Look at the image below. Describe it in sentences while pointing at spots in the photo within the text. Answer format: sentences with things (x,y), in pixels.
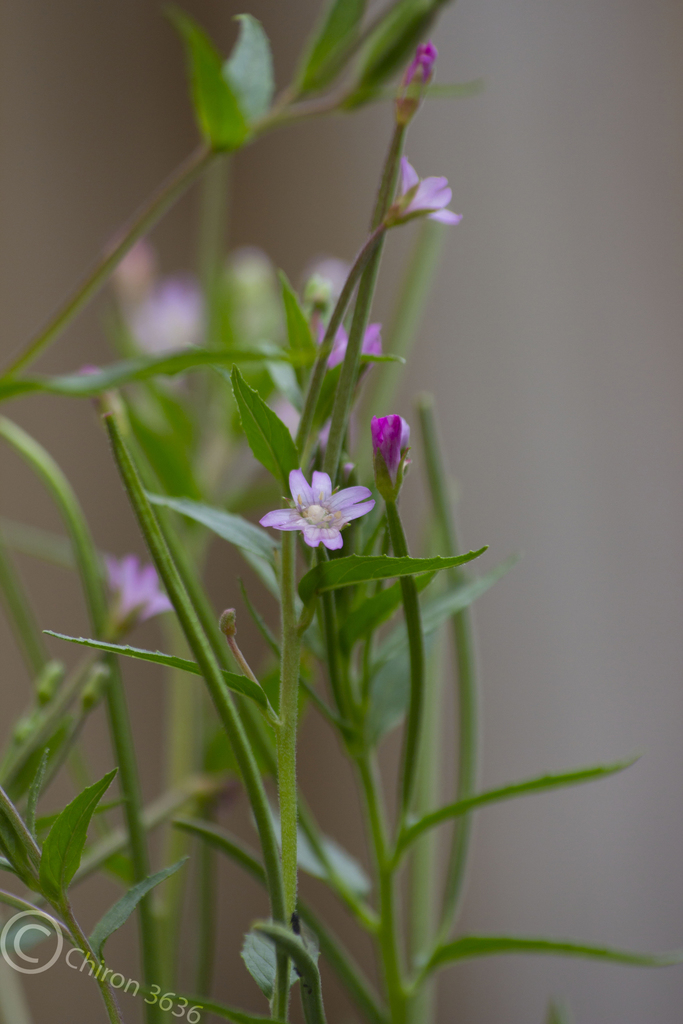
The picture consists of plants (318,378) and flowers (335,358). The background (40,116) is blurred.
